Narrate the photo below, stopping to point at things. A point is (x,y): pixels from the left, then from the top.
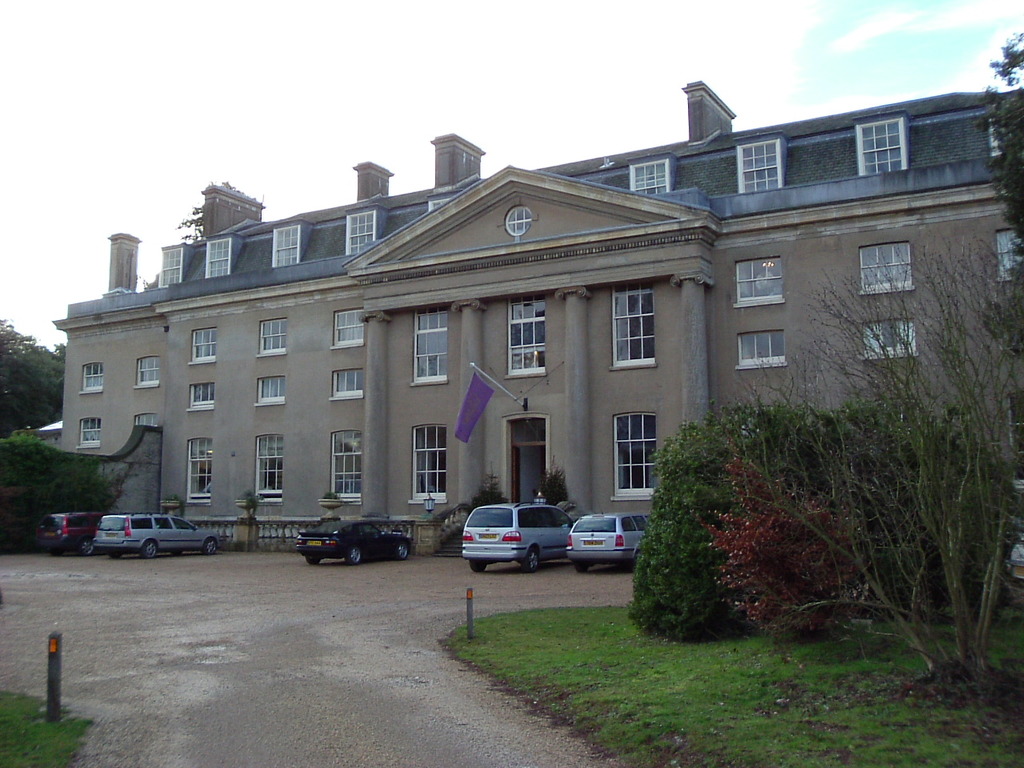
In this image there is a building (358,289) in the middle (416,329). To the building (358,289) there is a flag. In front of the building (332,310) there are few cars (386,543) parked on the road (412,560). On the right side (841,551) there are plants (810,561). At the top (620,56) there is the sky (582,51). In the middle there is a way (244,674). There are two poles (59,689) on either side of the way (433,706).
